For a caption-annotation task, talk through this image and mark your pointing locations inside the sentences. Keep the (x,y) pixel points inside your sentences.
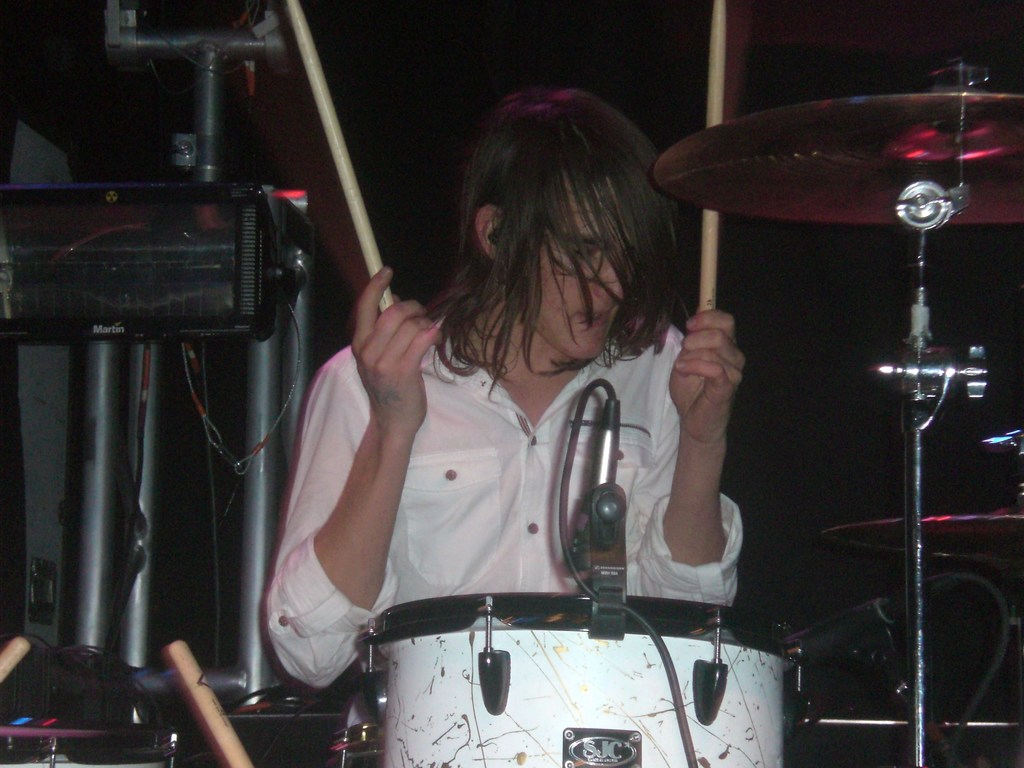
In this image, in the middle (517,477), we can see a man (467,431) wearing a white color shirt (489,415) is sitting and holding two sticks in his hand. The man (529,399) is also sitting in front of a musical instrument (585,644). On the right side (705,191), we can see a musical instrument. On the left side (197,246), we can see some electronic instrument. In the background (988,477), we can see black color.
